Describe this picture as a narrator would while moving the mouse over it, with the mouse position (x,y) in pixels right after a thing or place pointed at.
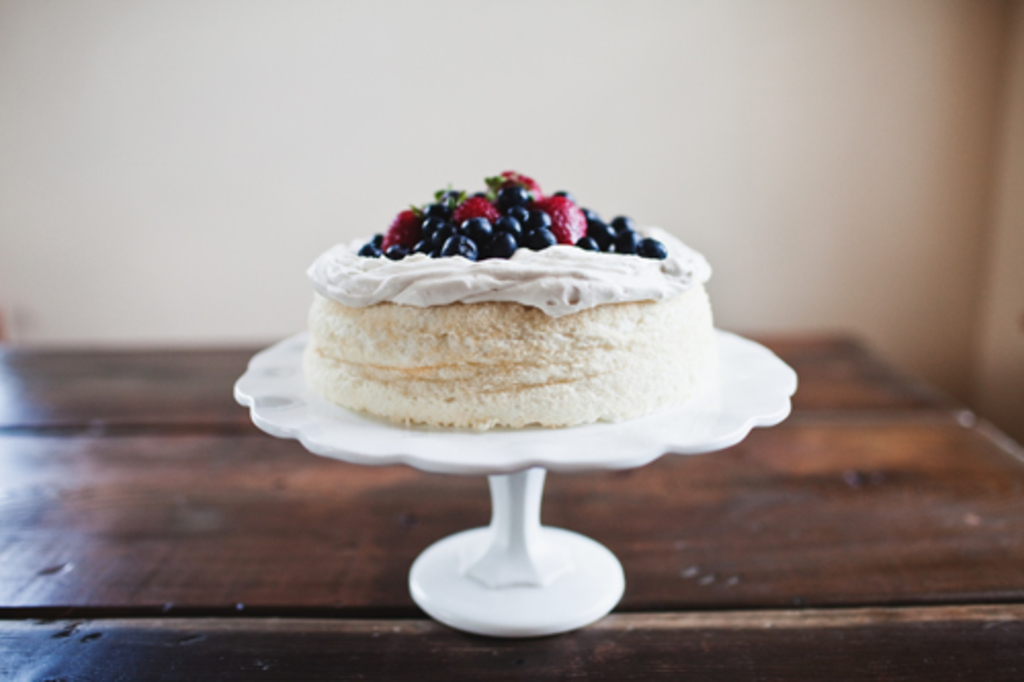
This picture is taken inside the room (528,534). In the image, we can see a table (646,534), on that table (629,533), we can see a stand (510,511), on that stand (248,378), we can see a cake (645,388). In the background (568,118), we can see a wall (873,228).
